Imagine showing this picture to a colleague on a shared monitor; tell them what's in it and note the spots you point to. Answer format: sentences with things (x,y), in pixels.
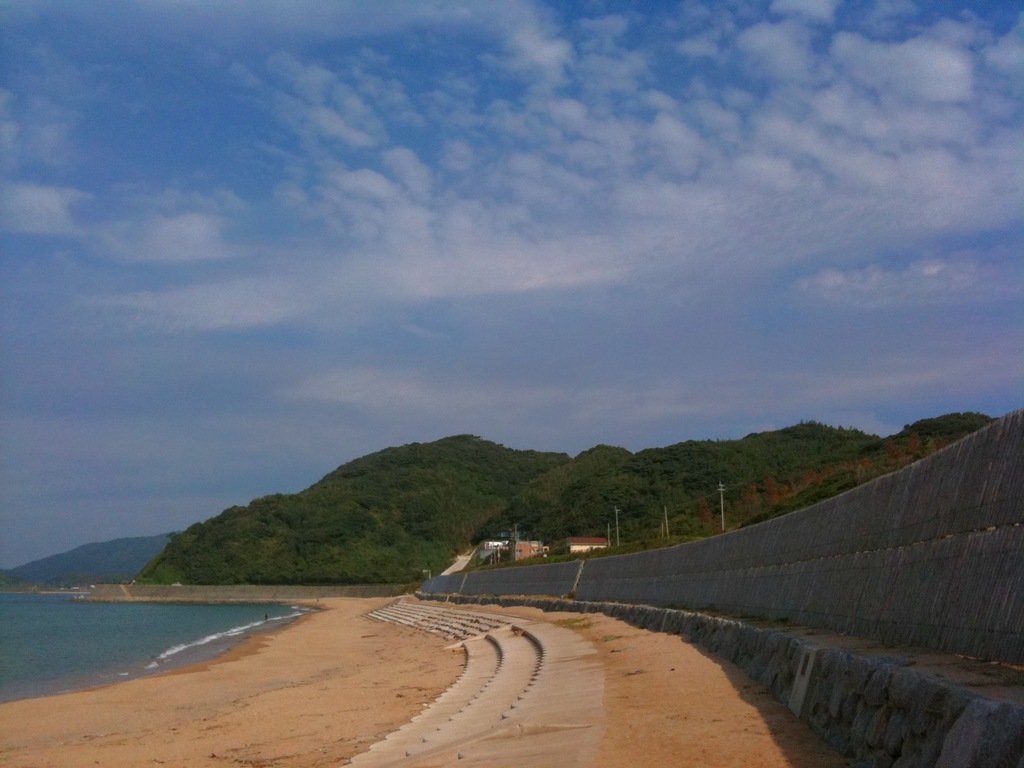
In this image, we can see a wall (838,576) and there are poles (722,514), houses (488,543), trees (323,507) and hills (416,467). At the top (453,161), there are clouds (440,214) in the sky (374,285) and at the bottom (106,634), there is water (164,640) and ground (306,664).
